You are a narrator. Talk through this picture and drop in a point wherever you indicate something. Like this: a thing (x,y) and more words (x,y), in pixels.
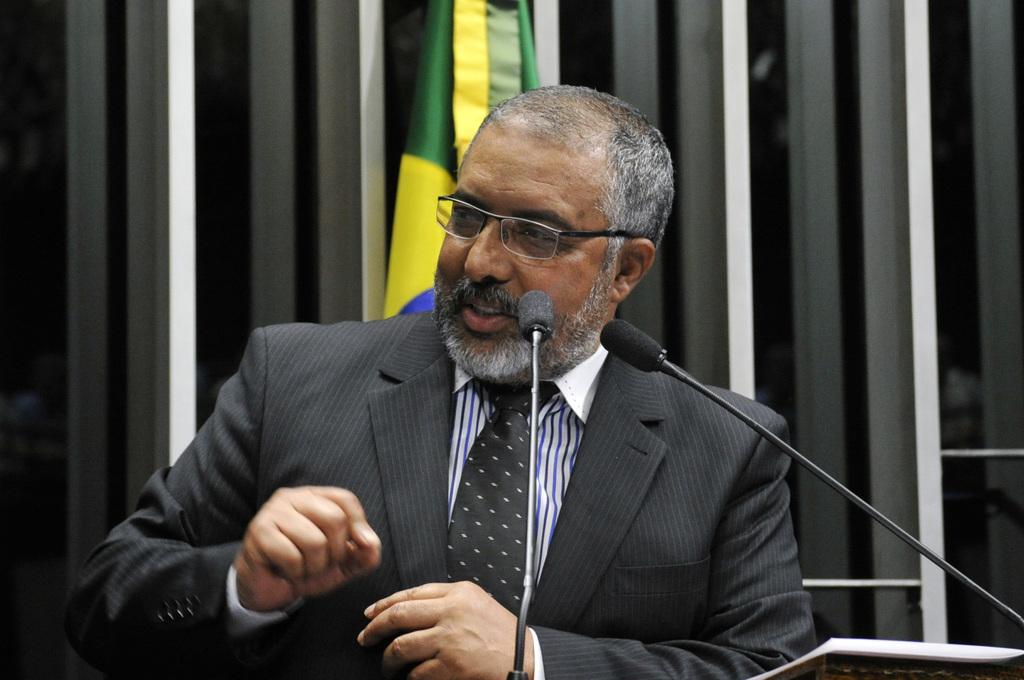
In this image there is a man (437,371) in the center (490,392) speaking on mic (535,323) which are in front of him and in the background (431,183) there is a flag (452,138) and there are windows (205,174).
